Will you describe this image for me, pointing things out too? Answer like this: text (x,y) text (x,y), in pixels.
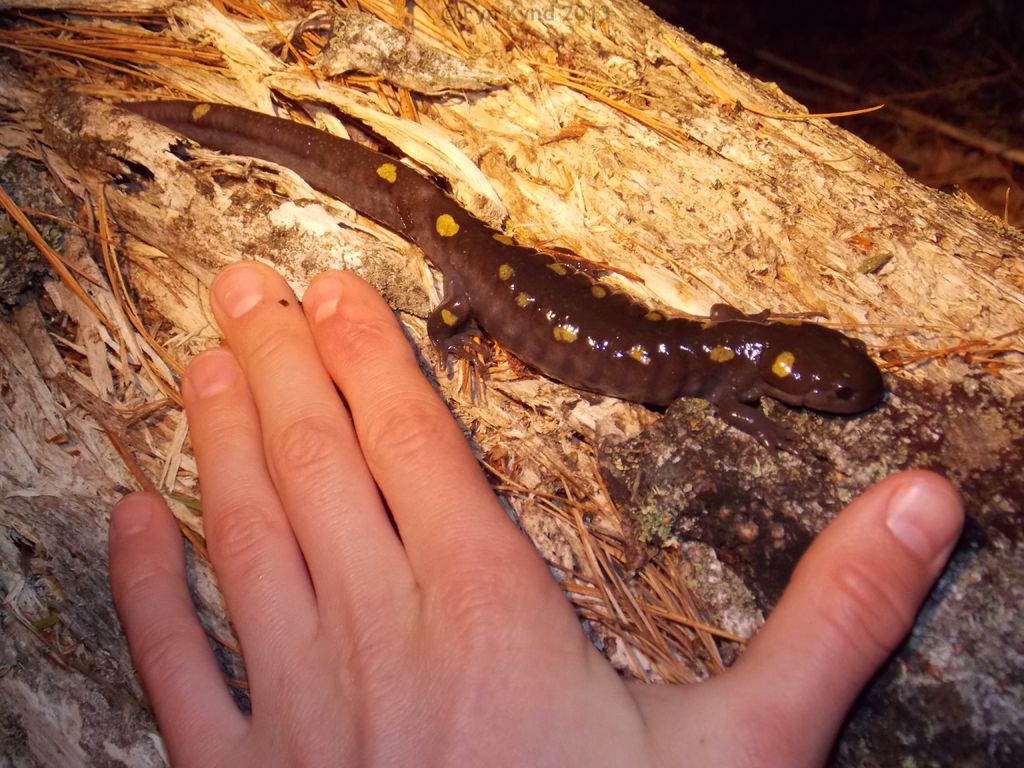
In this image there is a salamander (834,368) on a surface (357,86), beside that there is a hand (453,698).
